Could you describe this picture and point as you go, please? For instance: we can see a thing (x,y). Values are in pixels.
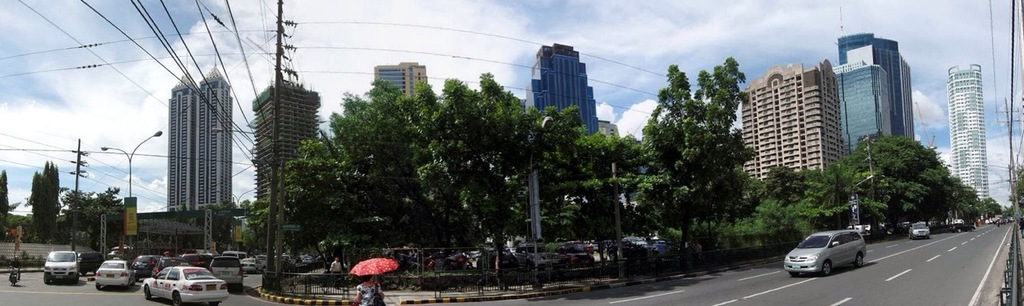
This is the picture of a city (518,229). In this image there are vehicles (171,284) on the road (866,265). In the middle of the image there is a woman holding the umbrella (378,263) and there is a person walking on the footpath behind the railing (330,291). At the back (645,184) there are buildings (213,119), trees (362,183) and there are wires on the poles (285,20) and there are street lights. At the top (743,29) there is sky (719,12) and there are clouds (689,14). At the bottom (999,283) there is a road (945,282). On the right side (1016,273) the image there is a railing (1008,287). On the left side of the image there is a person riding motorbike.
